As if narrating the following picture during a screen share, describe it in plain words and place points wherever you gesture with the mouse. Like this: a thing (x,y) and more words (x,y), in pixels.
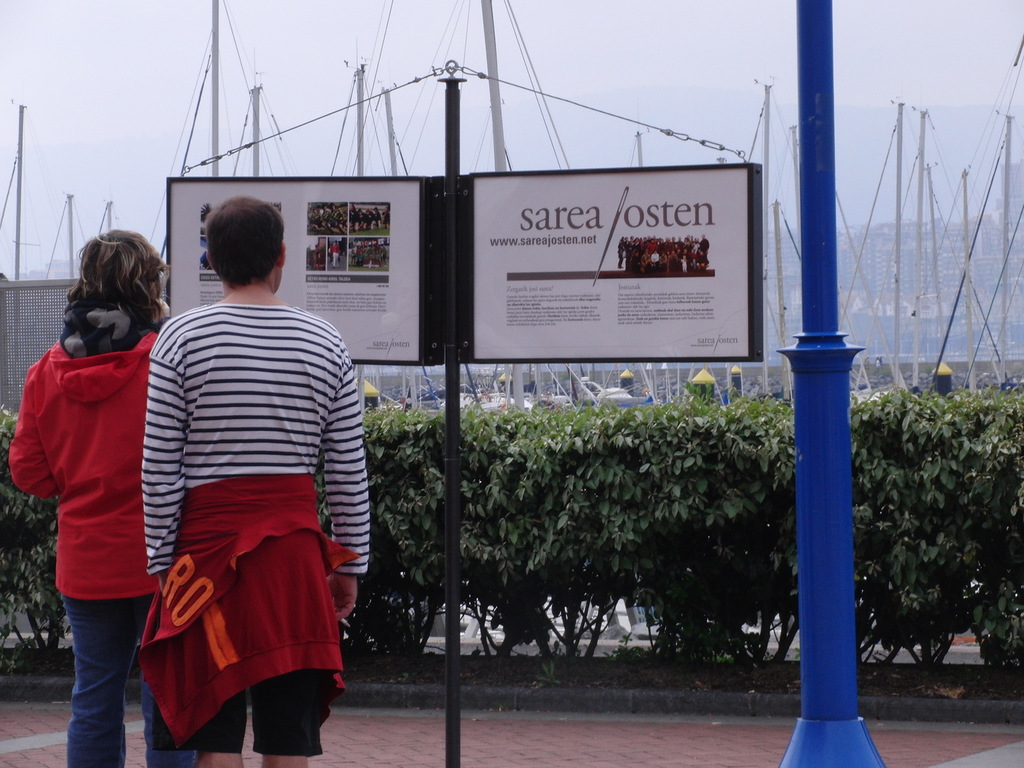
There are two persons (181,407) standing on the left side (143,419). There is a pole (454,223) with boards (481,236). On the right side (820,436) there is another pole (819,449). In the back (575,470) there are bushes (528,470), poles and sky (605,43).
